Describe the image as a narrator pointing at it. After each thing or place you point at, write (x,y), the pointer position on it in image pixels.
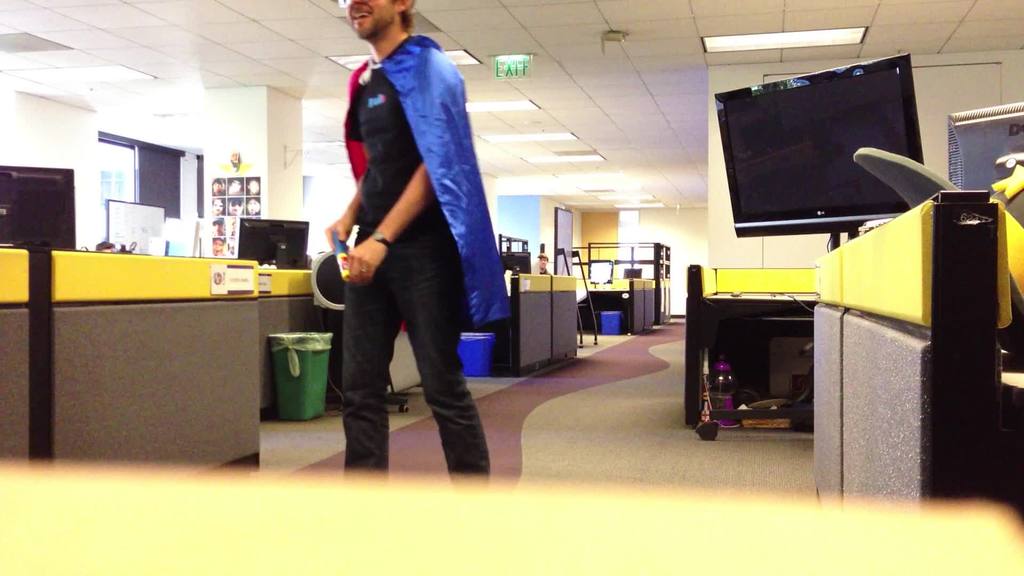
In the center of the image (418,328) we can see a person (417,114) wearing cloth (431,370) is standing on the floor (568,467). In the right side of the image (853,140) we can see a television (846,205) on a stand (853,233) and some objects (714,383) placed on the ground (737,431). On the left side of the image (265,250) we can see some screens (282,244), boards (128,233) with some text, a group of photos (237,220) on the pillar (233,223). In the background (611,323), we can see trash bins (322,366) on the floor (606,335), a person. At the top of the image (504,67) we can see a board (518,65) with some text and some lights (762,42).
